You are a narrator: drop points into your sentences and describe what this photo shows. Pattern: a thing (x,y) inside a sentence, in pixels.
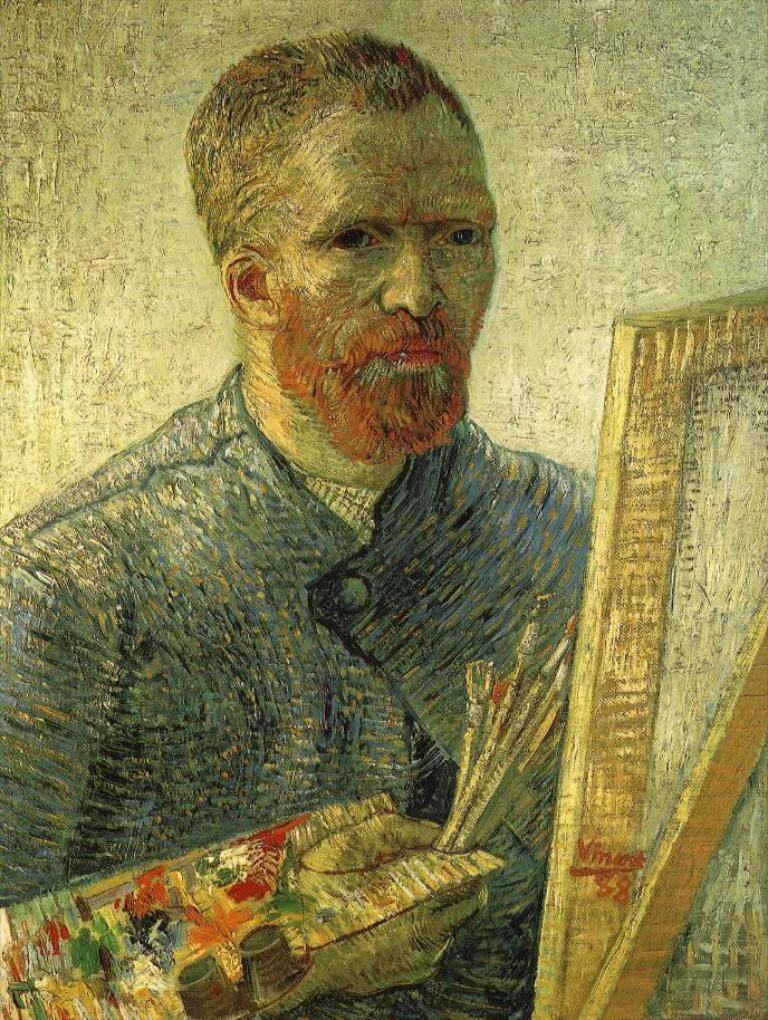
In this image we can see a painting (387,461) of a person (423,614) and some other objects (480,726).
